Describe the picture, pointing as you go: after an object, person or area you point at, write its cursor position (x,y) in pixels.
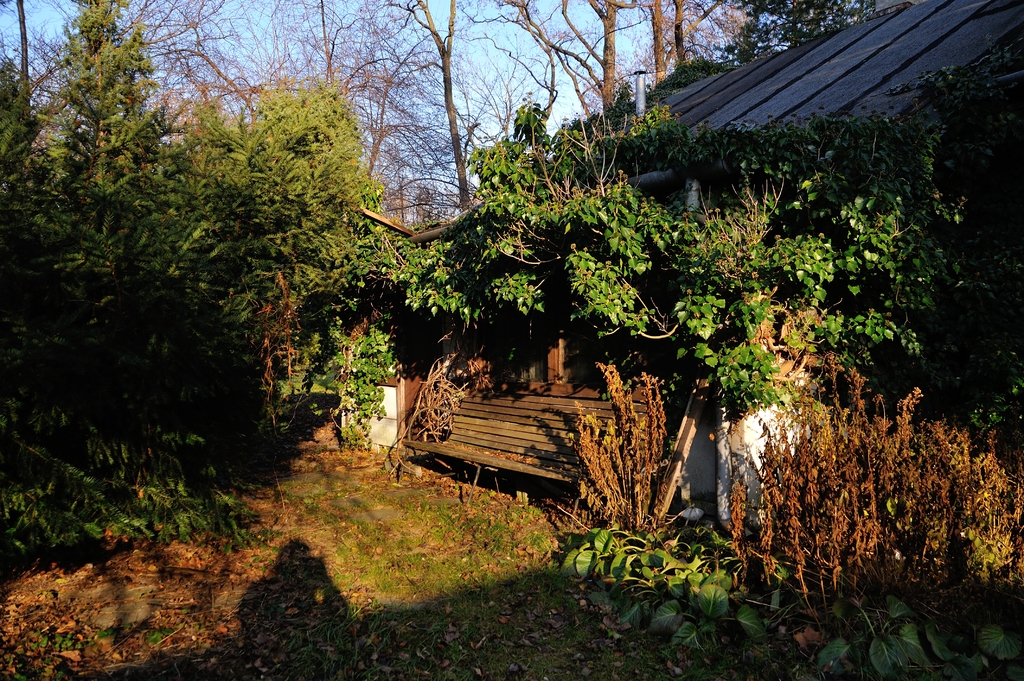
In this image, we can see trees (455,147), a shed (732,176) and a bench (519,408) and there are some plants (635,581) on the ground (408,545).
